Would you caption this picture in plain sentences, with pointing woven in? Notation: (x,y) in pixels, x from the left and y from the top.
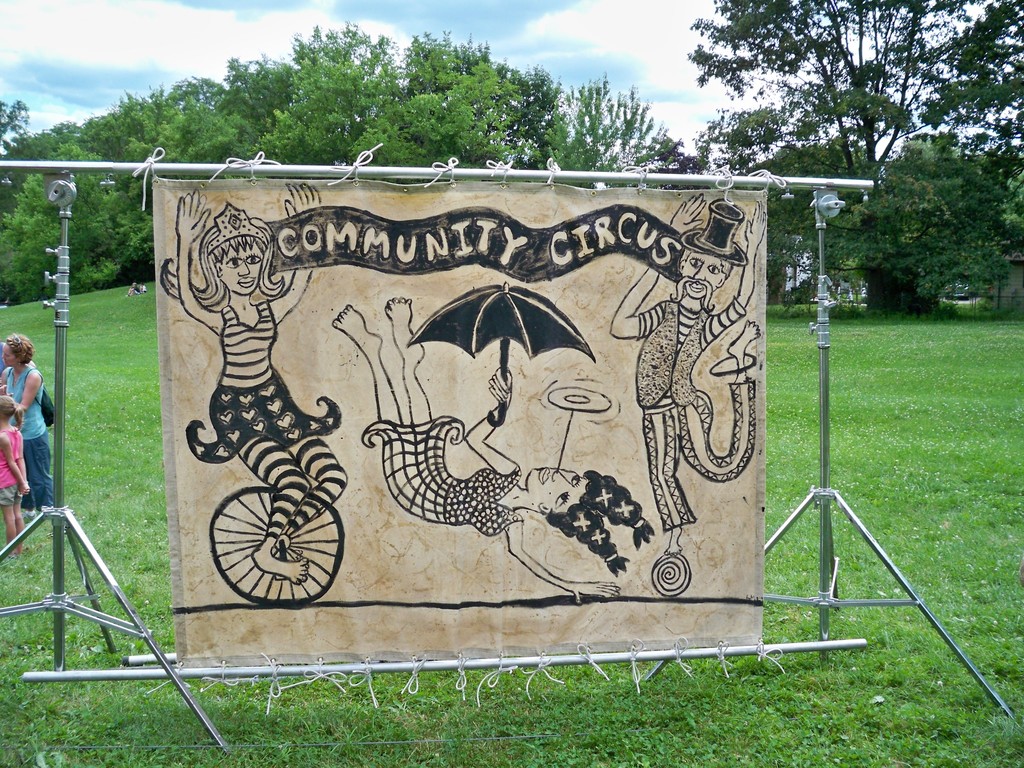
In the image there is a poster (387,278) with few images (713,253) and something written on it. And it is hanged on the rods (58,423) and stands (15,606). On the left side of the image (27,398) there are few people (5,407) standing. On the ground (131,551) there is grass (916,447). In the background (865,65) there are trees (738,142). At the top of the image (688,102) there is a sky (310,24) with clouds (654,84).
